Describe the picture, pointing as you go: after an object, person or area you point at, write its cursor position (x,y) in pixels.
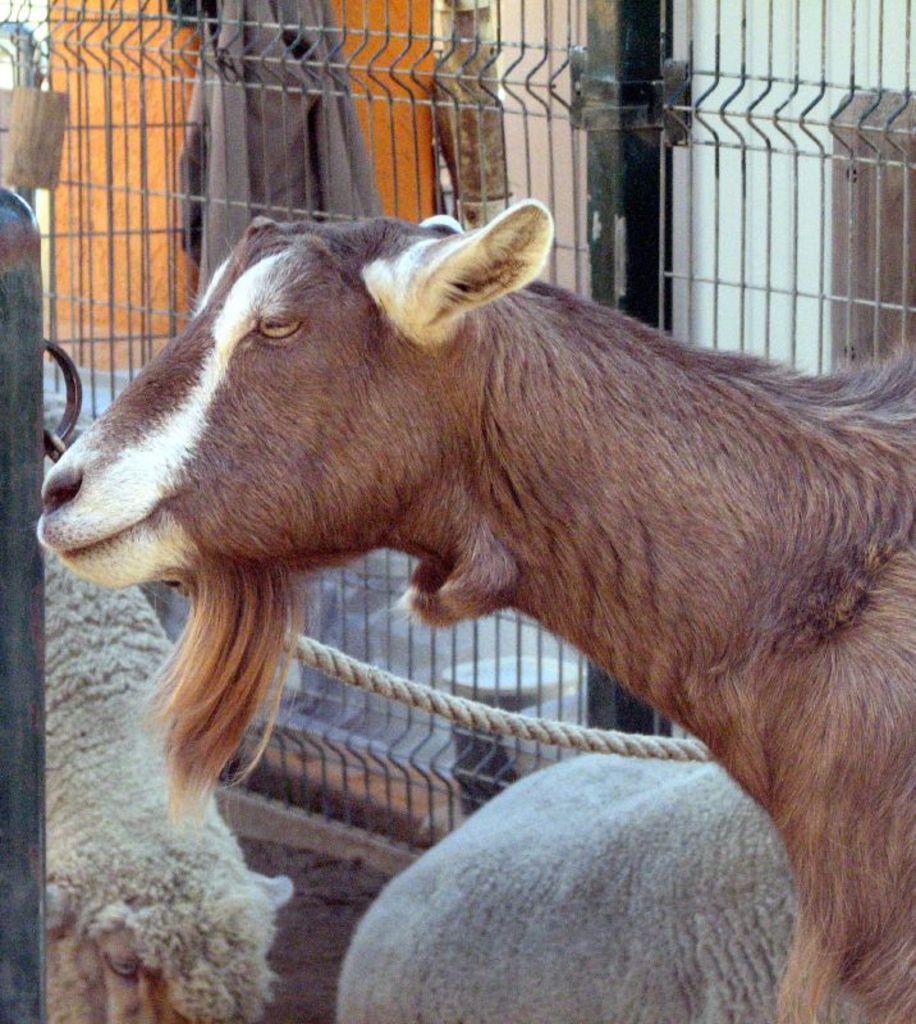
This image consists of a goat (306,474) and sheep (152,822). In the background (846,234), we can see a fence (292,61) made up of metal (865,270). And there is a cloth (256,41).
